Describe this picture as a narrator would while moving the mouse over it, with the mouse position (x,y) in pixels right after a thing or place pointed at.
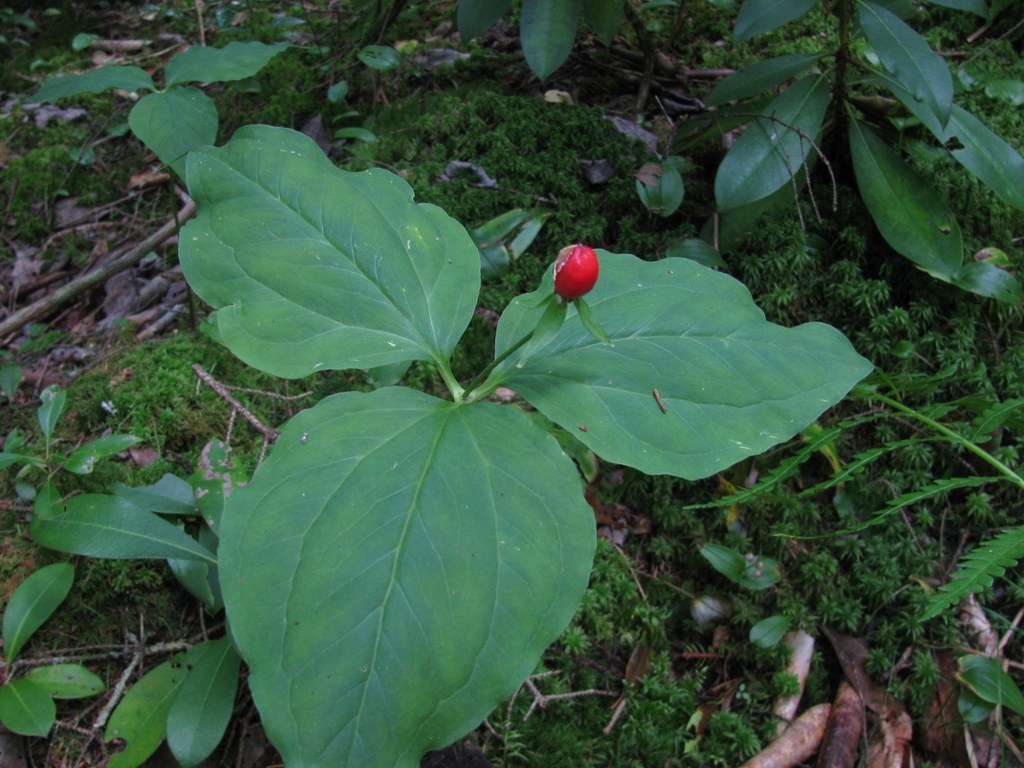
There is a red color bud (580,283) to a plant (586,303), there is greenery (179,255), dry stems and leaves (860,688) around the area.
